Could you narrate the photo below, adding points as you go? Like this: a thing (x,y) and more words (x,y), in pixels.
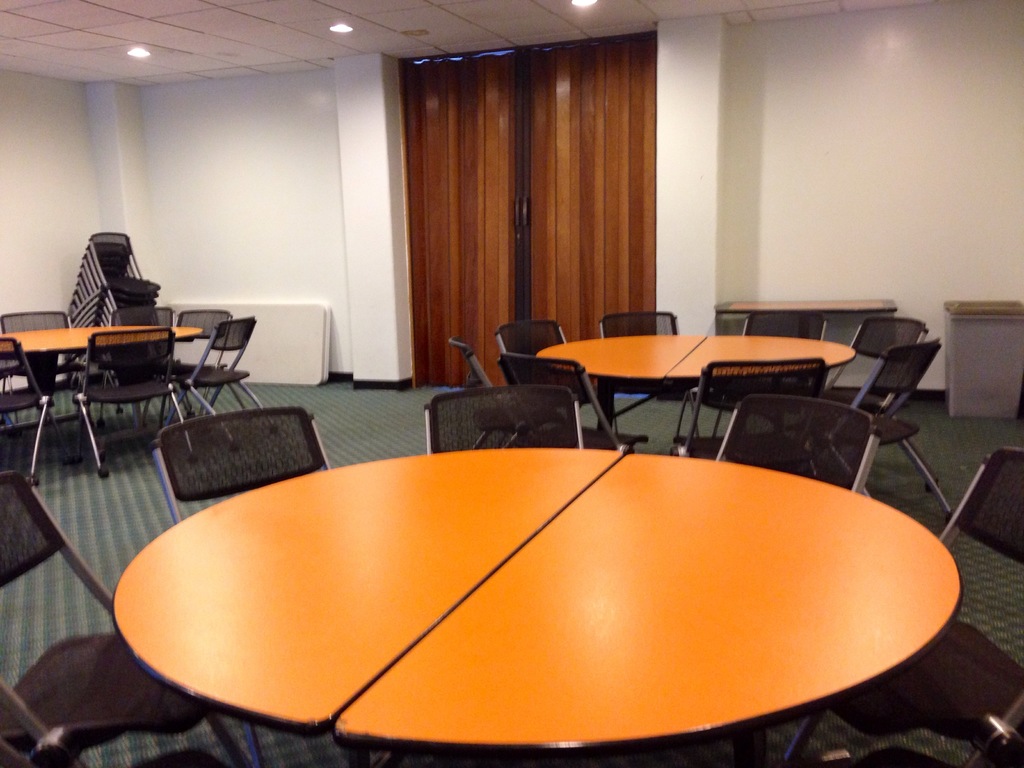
In this picture there is wooden round table (283,617) placed in the hall (353,390) and some black chairs (214,435) around it. In the background (107,150) there is a white color wall (233,242) and brown curtain (473,264).
